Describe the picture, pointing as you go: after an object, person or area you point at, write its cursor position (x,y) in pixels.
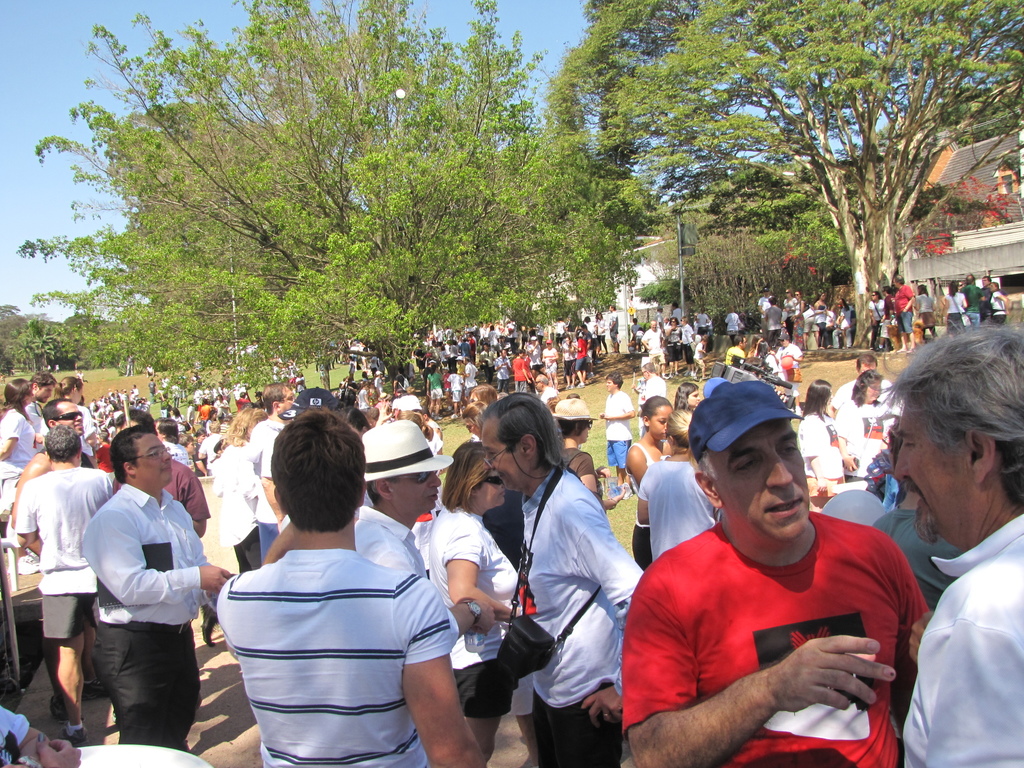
In this image we can see few people (473,478) standing on the ground (225,664) and in the background (997,244) there are few trees (496,251), buildings (917,277) and the sky (121,81).
